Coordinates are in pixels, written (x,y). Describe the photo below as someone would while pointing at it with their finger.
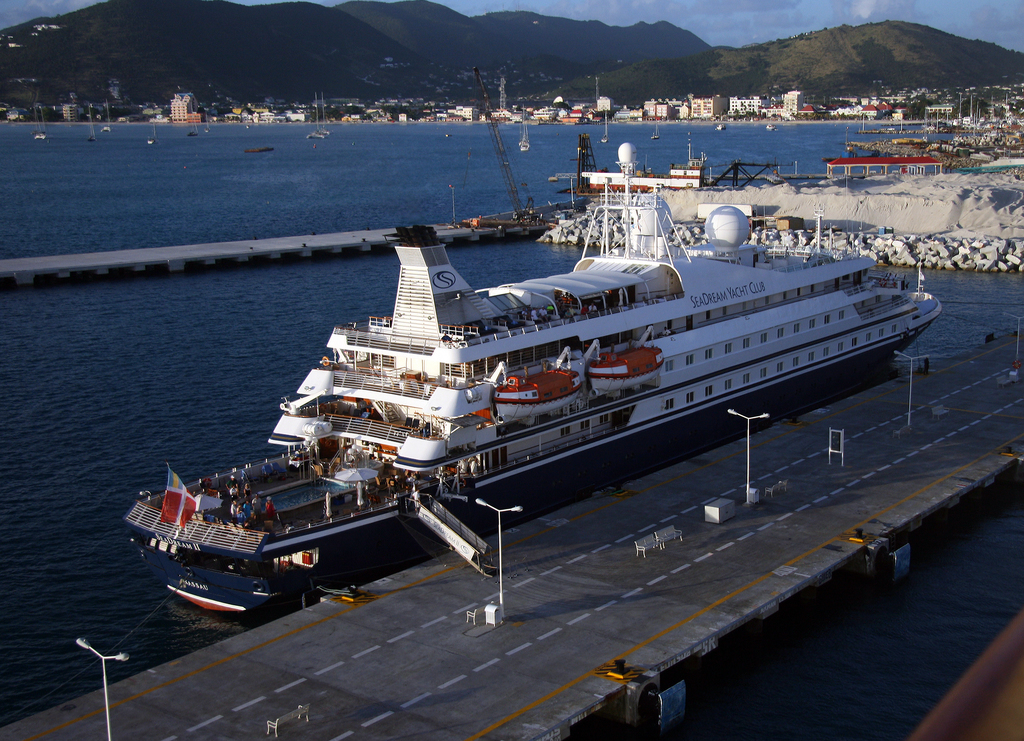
In this image we can see a ship (549,405) on the water (252,410), there are few people (244,524) and a flag (168,493) in the ship (646,356), beside the ship (650,392) there is a bridge (582,616), on the bridge (507,617) there are light poles (499,544), chairs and a few objects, in the background (891,236) there are rocks (1005,251), sand (969,216), buildings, mountains (511,65) and sky (836,7).
